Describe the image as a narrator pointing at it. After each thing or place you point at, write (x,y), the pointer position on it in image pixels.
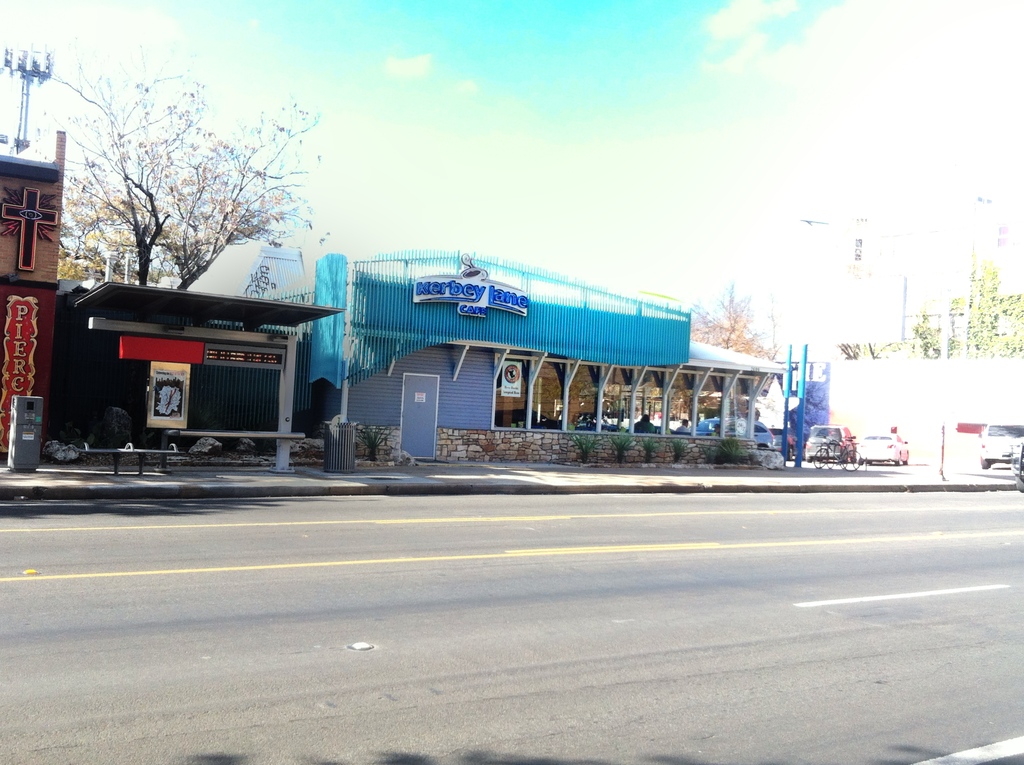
This picture is clicked outside the city. At the bottom (498,715), we see the road (674,602). On the right side (841,437), we see the cars (813,441) parked on the road (1008,539). Behind that, we see the buildings (911,394) and the trees (960,350). In the middle (359,314), we see a building (567,331) in blue and grey color. We see some text (479,293) written on top of the building (492,388). We see a board (507,380) in white color with some text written on it. On the left side (40,229), we see a building (29,169) and a bus stop (139,336). We see a board (8,306) in brown color with some text (13,351) written on it. Beside that, we see a garbage bin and the benches (128,441) in the bus stop (128,441). We see the boards (25,395) in red and white color. There are trees (200,274), buildings (282,289) and the poles (799,440) in the background (282,243). At the top (509,115), we see the sky (670,104) and the clouds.
